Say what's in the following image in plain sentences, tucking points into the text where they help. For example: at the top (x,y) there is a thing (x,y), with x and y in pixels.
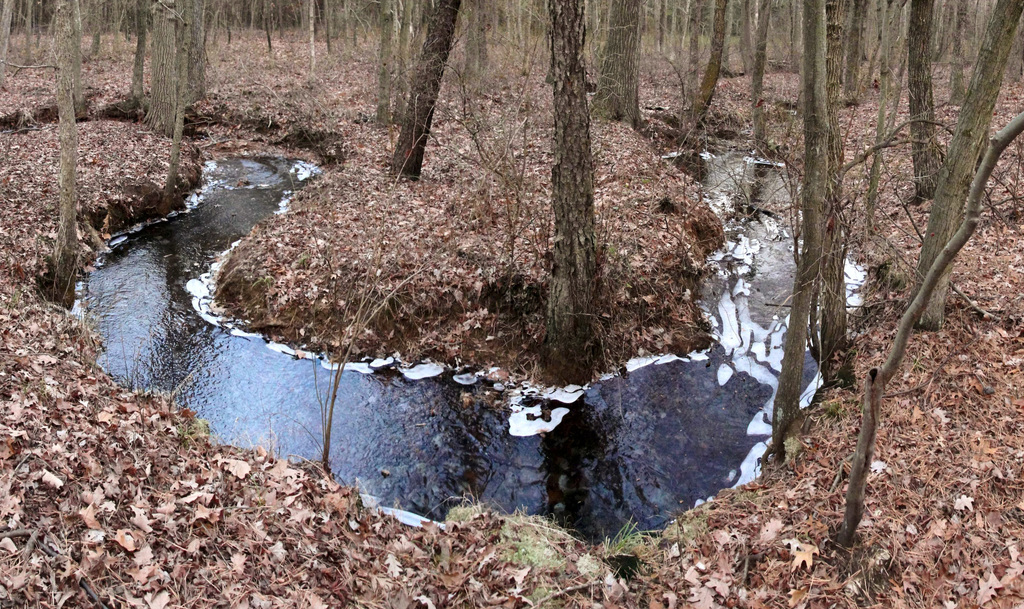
In this picture we can see water (768,195) and few trees (807,144), and we can find leaves (426,216) on the ground (421,234).
